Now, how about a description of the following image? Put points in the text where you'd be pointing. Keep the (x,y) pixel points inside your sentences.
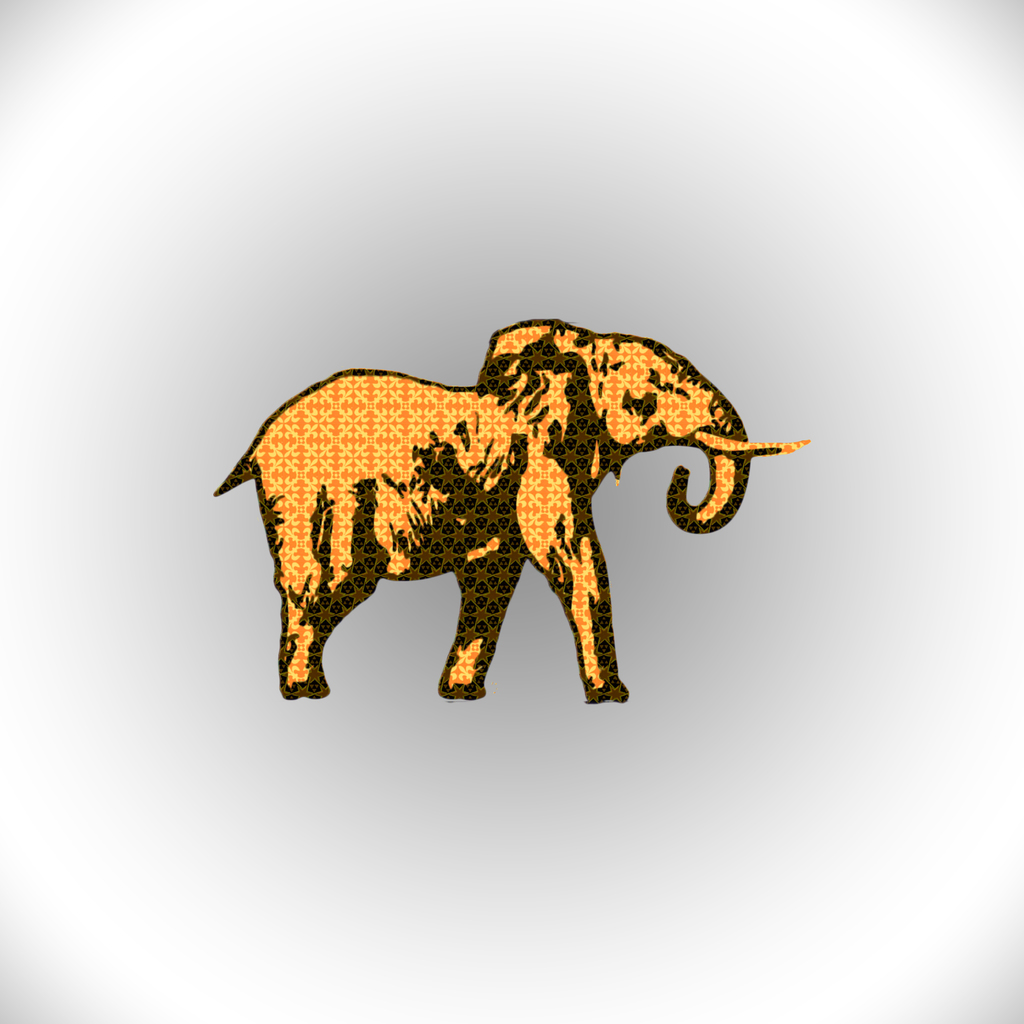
We can see painting (321,590) of an elephant (496,468). In the background (774,155) it is white color.
